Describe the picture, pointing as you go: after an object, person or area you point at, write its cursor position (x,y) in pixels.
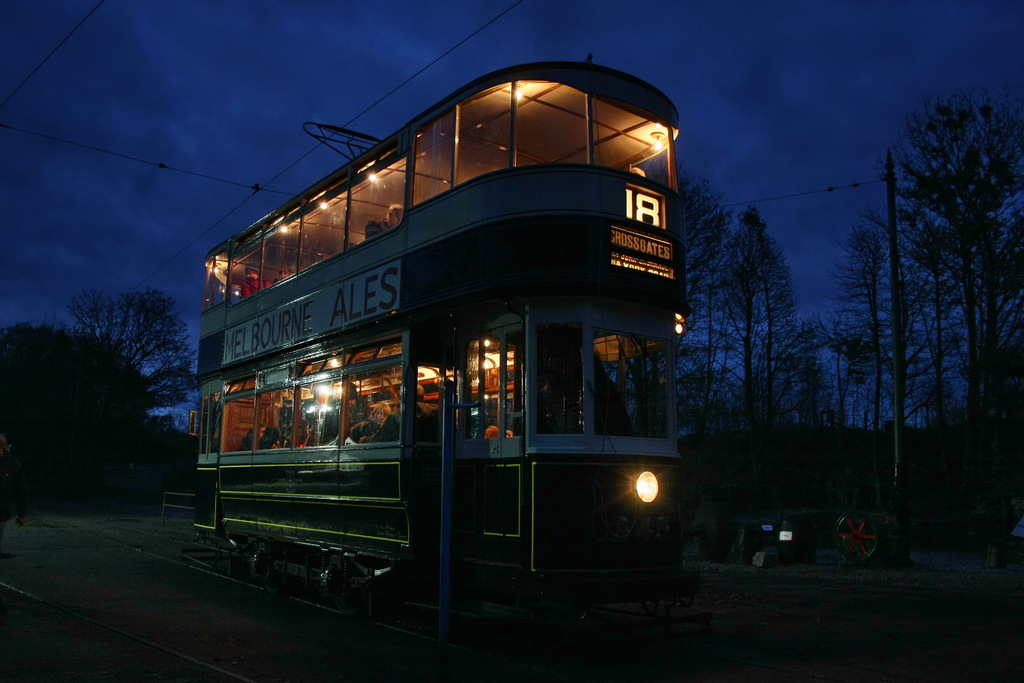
In the center of the image (542,382), we can see a Double Decker tram (482,413) and in the background (763,252), there are trees (731,248). At the top (761,91), there is sky (815,115).
